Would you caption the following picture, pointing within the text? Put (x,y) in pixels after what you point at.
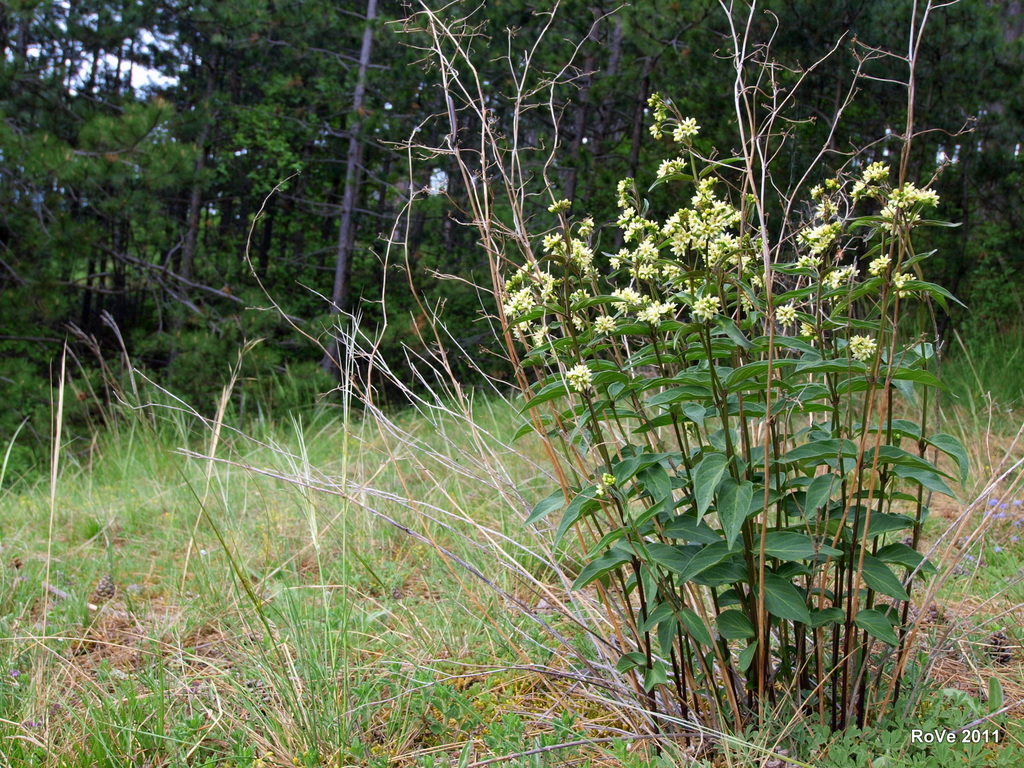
On the right (847,364) we can see plants (747,413) with small flowers (805,255). At the bottom (424,612) we can see grass (278,609) on the ground (104,608). In the background (351,169) there are trees (351,169) and sky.
